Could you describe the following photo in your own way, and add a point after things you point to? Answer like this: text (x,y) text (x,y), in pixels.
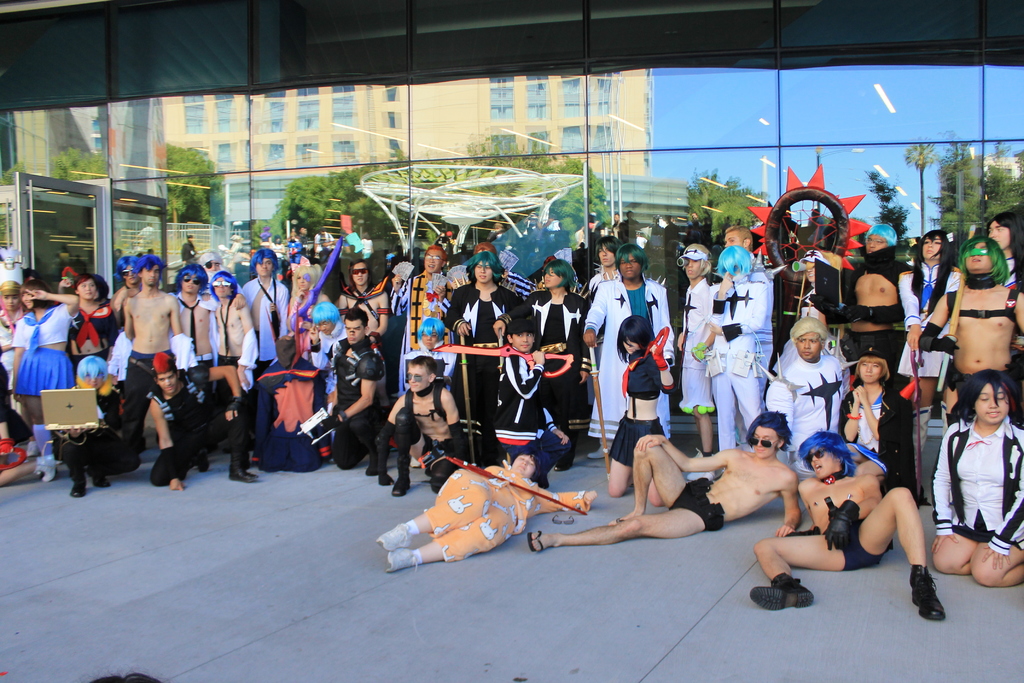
In this image there are group of people (996,441) some of them are standing, and some of them are sitting and some of them are wearing some costumes (255,331) and also there are some objects (49,395) and some of them are sitting on their knees (436,472) and some of them are lying. At the bottom (238,570) there is a walkway (245,499), and in the background (176,162) there is a building (390,163) and through the building (304,184) we could see reflection (479,197) of some trees (562,163), buildings (255,132), and some other objects (457,207).
